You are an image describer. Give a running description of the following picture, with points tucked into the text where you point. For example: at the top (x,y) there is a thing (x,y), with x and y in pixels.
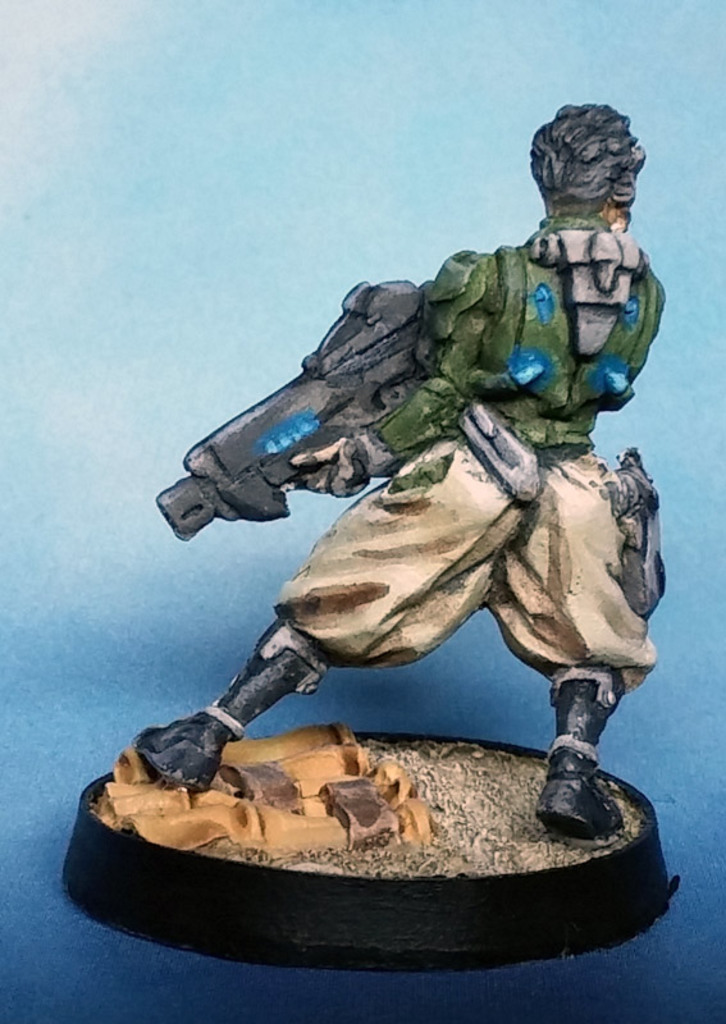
This image consists of a small statue (317,638). This looks like a painting (301,818).
